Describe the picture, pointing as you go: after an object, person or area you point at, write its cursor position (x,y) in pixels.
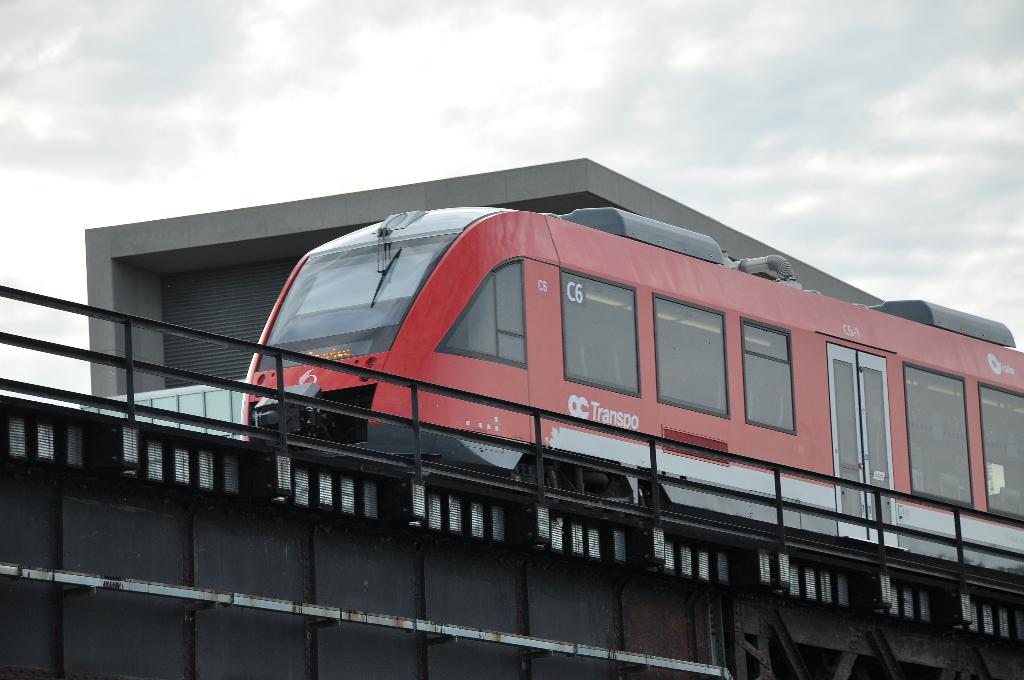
In the image I can see a red color train (658,382) on a railway track (394,489). In the background (178,294) I can see a building (205,280), fence (177,327), the sky (425,50) and some other objects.
